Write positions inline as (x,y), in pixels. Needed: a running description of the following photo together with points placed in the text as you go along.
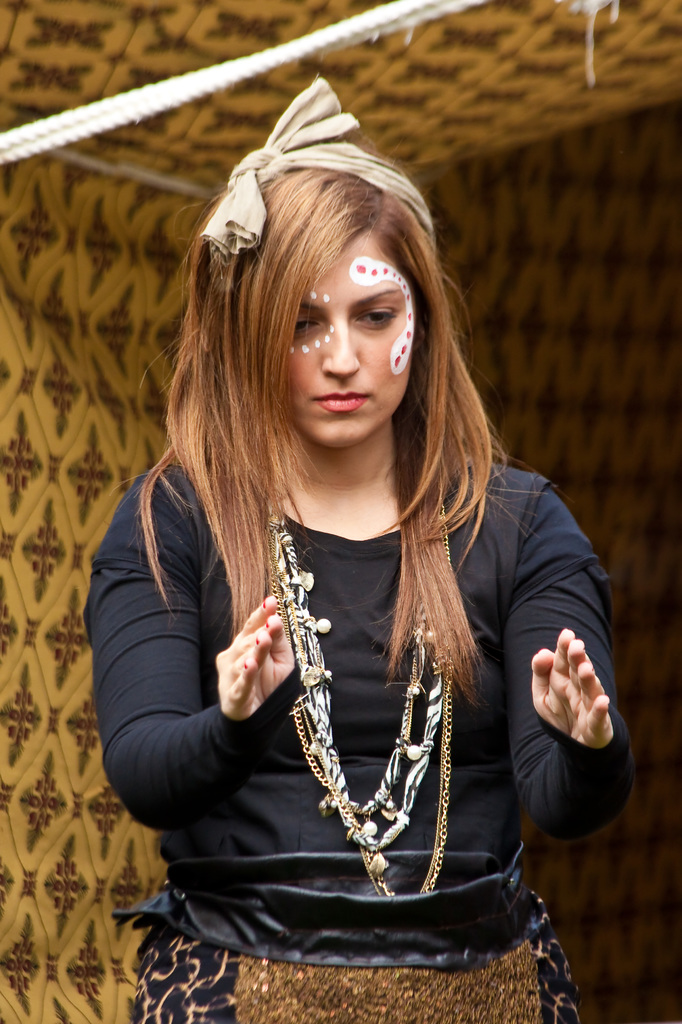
In the image there is a woman (300,676), she is wearing long chains (314,693) and a different makeup (358,278). Behind the woman (319,372) there is a rope (59,139) and some cloth (595,230).
